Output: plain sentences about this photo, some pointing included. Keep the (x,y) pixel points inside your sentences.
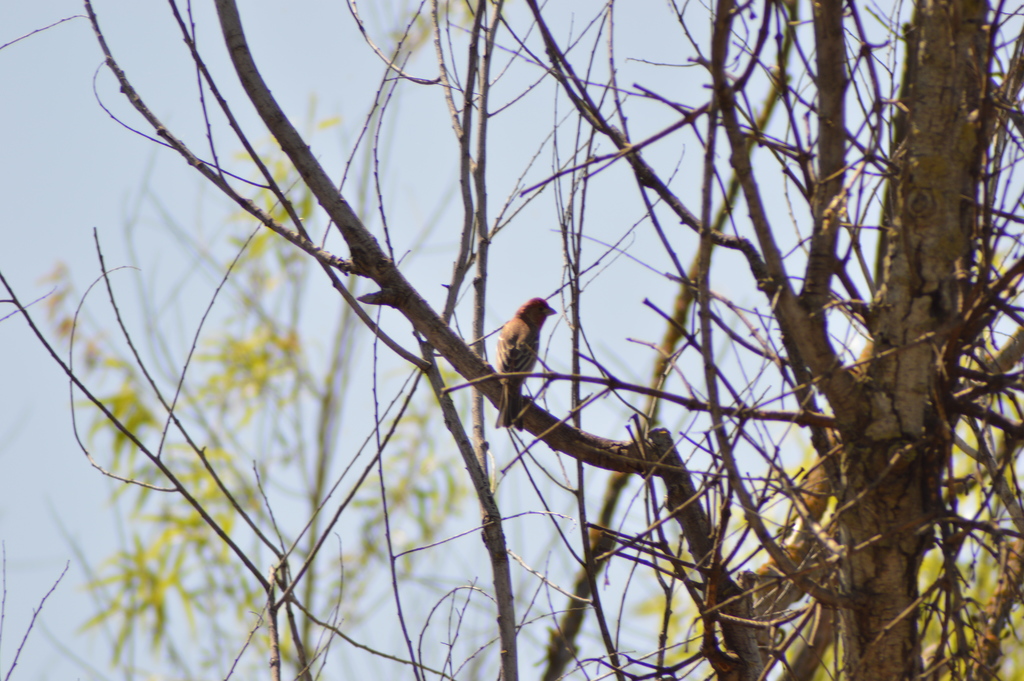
In this image there is a bird (504,357) sitting on the tree stem (392,286). On the right side (933,318) there is a tree (827,361) with the stems (738,149). At the top (69,134) there is sky (69,134).
